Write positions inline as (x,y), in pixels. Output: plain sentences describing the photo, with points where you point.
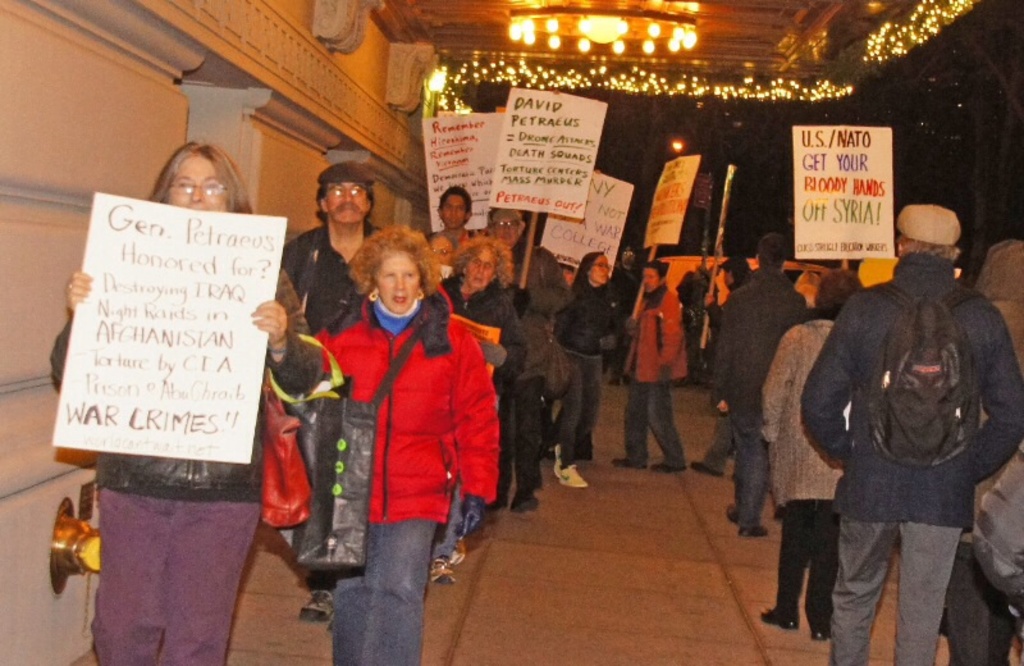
In this image, we can see some people (356,367) walking and they are holding a poster (493,194). On the left side (57,138), we can see the wall (140,58). At the top (621,27) we can see the light (635,31).
